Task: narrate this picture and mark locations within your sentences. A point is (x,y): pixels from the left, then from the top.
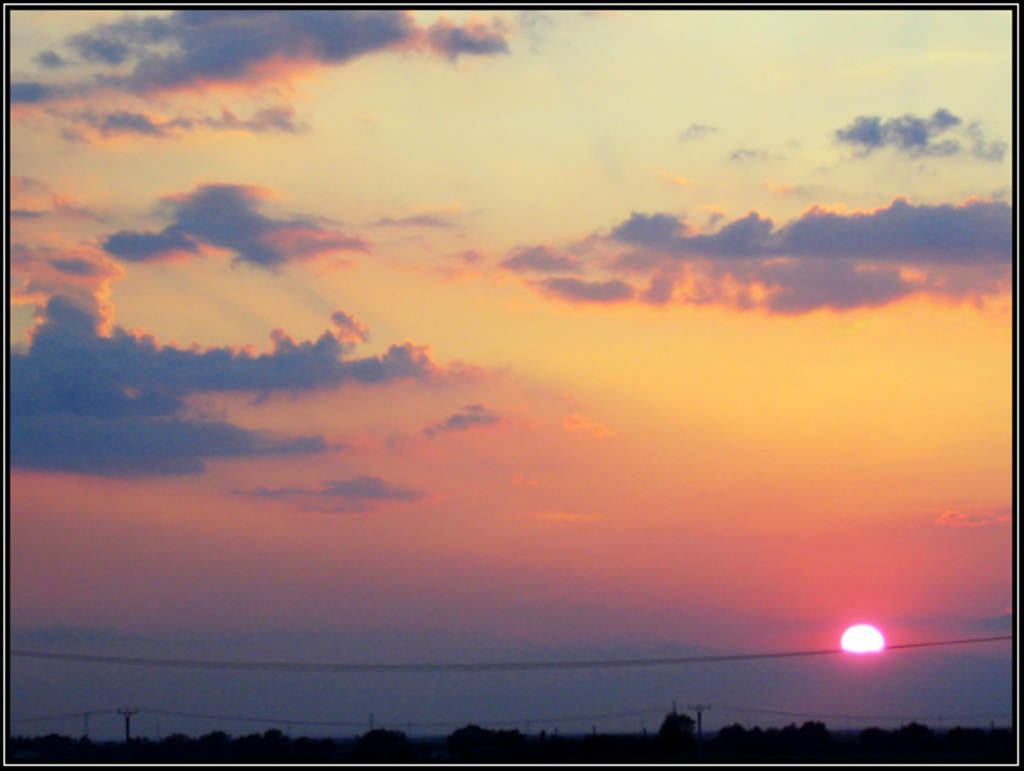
In this image I see the sky (693,204), sun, wires (807,652) and poles (374,713) and I see that it is a bit dark over here.
